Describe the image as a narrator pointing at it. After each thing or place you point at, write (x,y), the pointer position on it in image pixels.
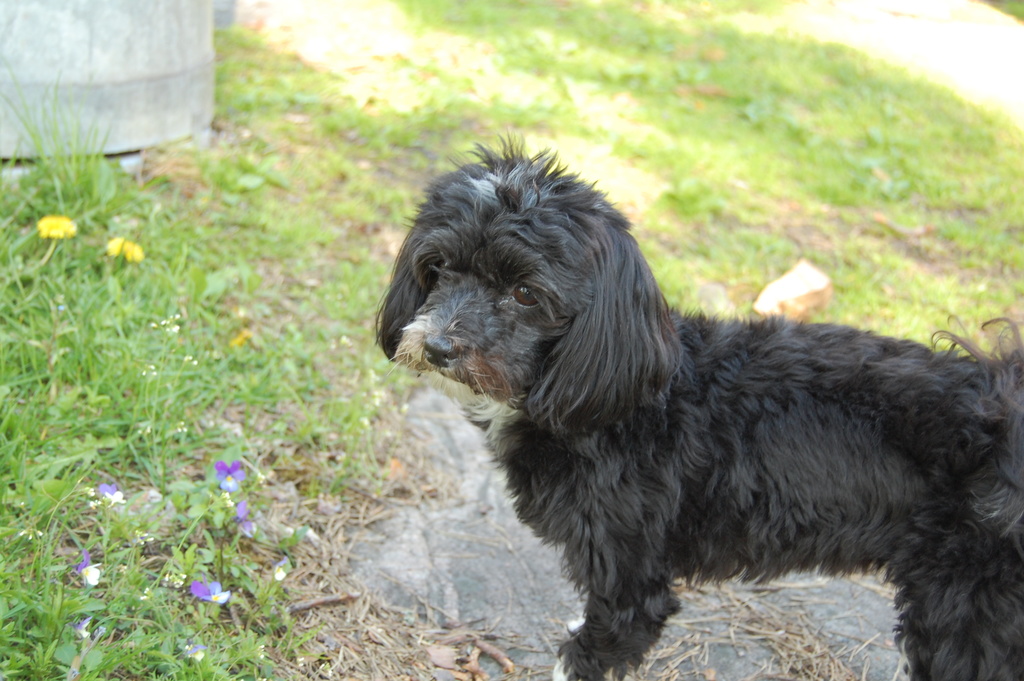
On the right side of the picture (762,427) there is a dog (786,421). On the left side (151,386) there are flowers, plants (90,409) and grass (299,377). The background (51,53) is blurred. In the background (423,116) there is grass (661,99). It is a sunny day.
